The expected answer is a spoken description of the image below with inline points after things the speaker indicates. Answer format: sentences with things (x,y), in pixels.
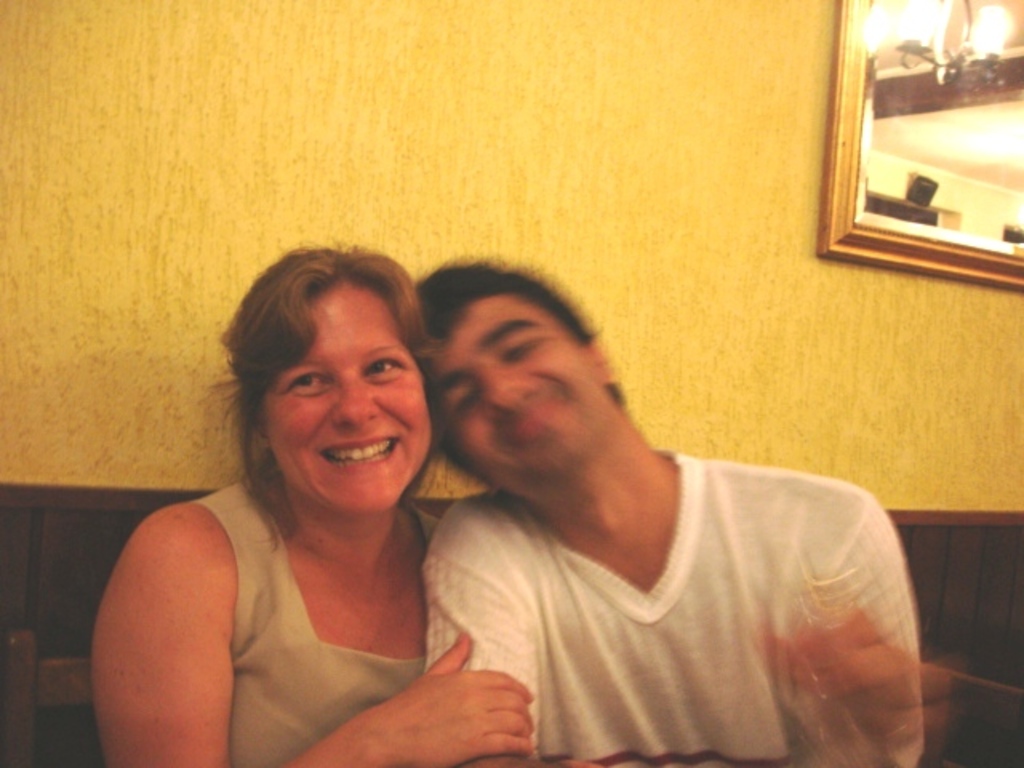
In this picture I can see a man (606,582), woman (399,638) leaning on each other, behind there is a frame (973,194) to the wall (751,266).
